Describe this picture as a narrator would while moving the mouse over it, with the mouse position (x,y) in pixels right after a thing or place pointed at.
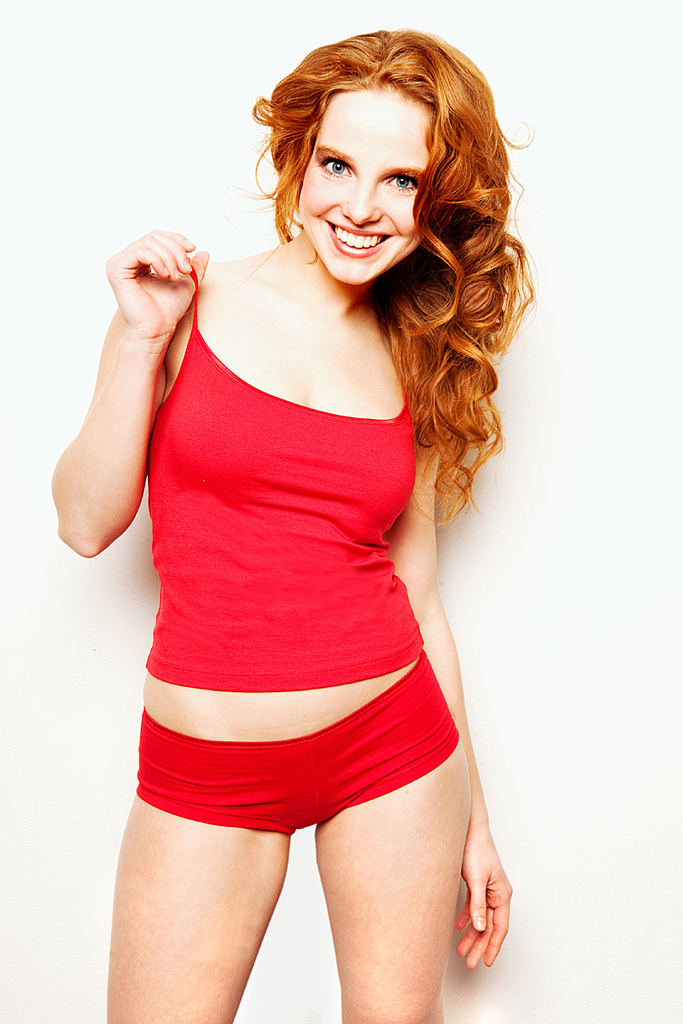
In this image we can see a woman (360,142) standing and smiling and she is posing for a photo and the background (142,167) is white in color which looks like a wall (572,209).
